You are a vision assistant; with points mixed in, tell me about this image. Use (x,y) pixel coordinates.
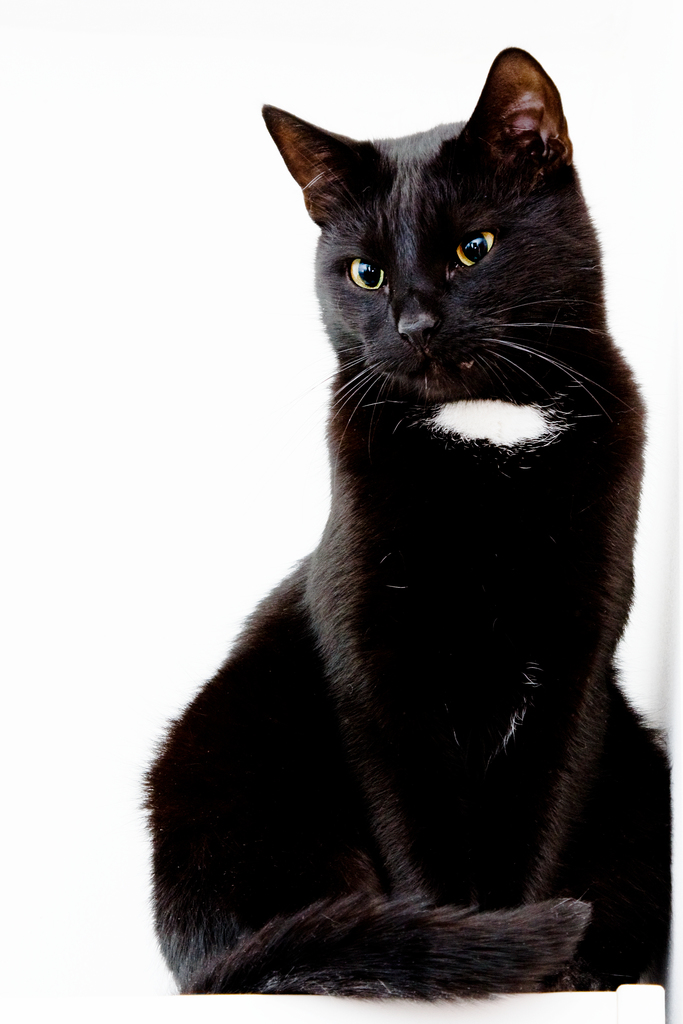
The picture consists of a black cat (395,740) on a white desk (588,994).
